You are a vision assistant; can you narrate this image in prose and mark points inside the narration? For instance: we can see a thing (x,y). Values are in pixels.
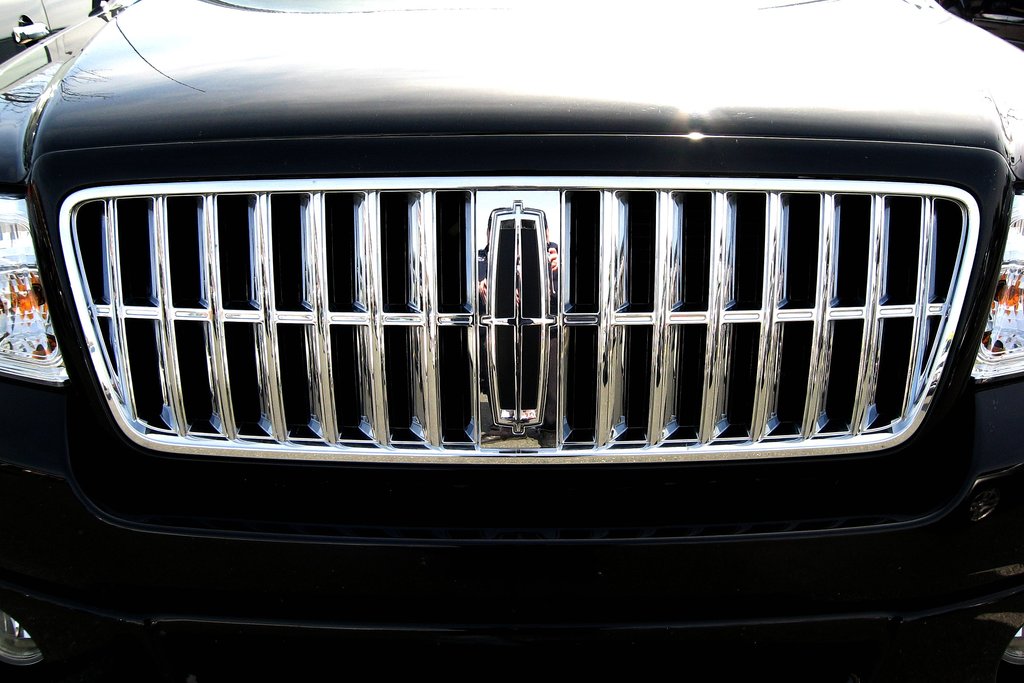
In this image we can see few vehicles (695,260).
